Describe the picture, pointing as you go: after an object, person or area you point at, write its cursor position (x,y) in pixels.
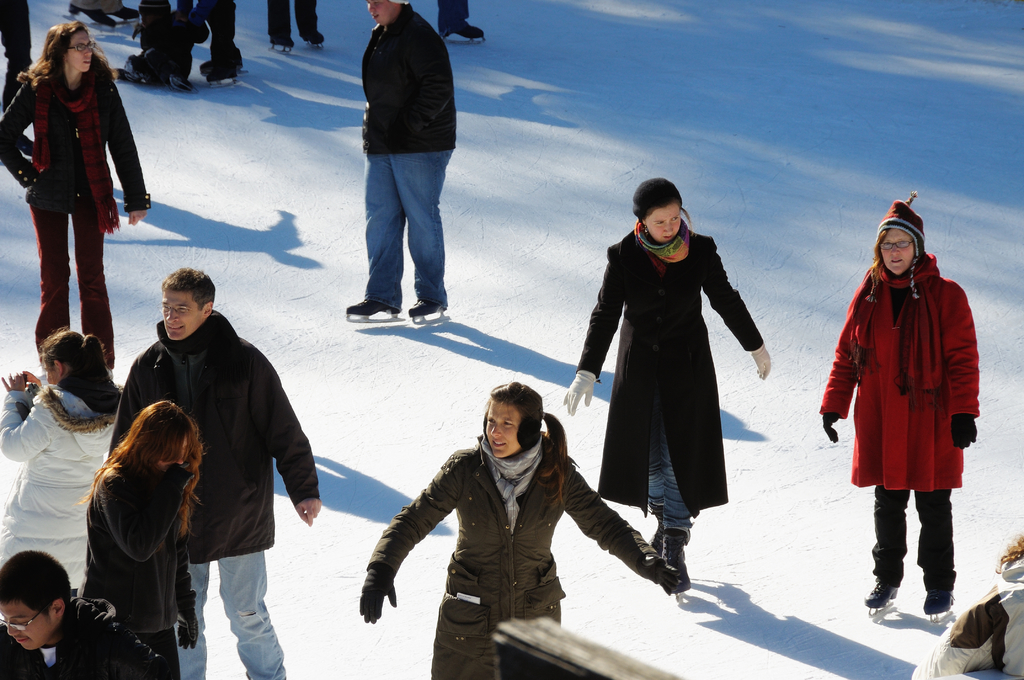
In this picture we can see some people (424,277) are wearing jackets (938,425), gloves (374,578), skating shoes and doing skating on the ice surface (472,360). On the left side of the image (71,346) we can see a lady (68,419) is holding an object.
